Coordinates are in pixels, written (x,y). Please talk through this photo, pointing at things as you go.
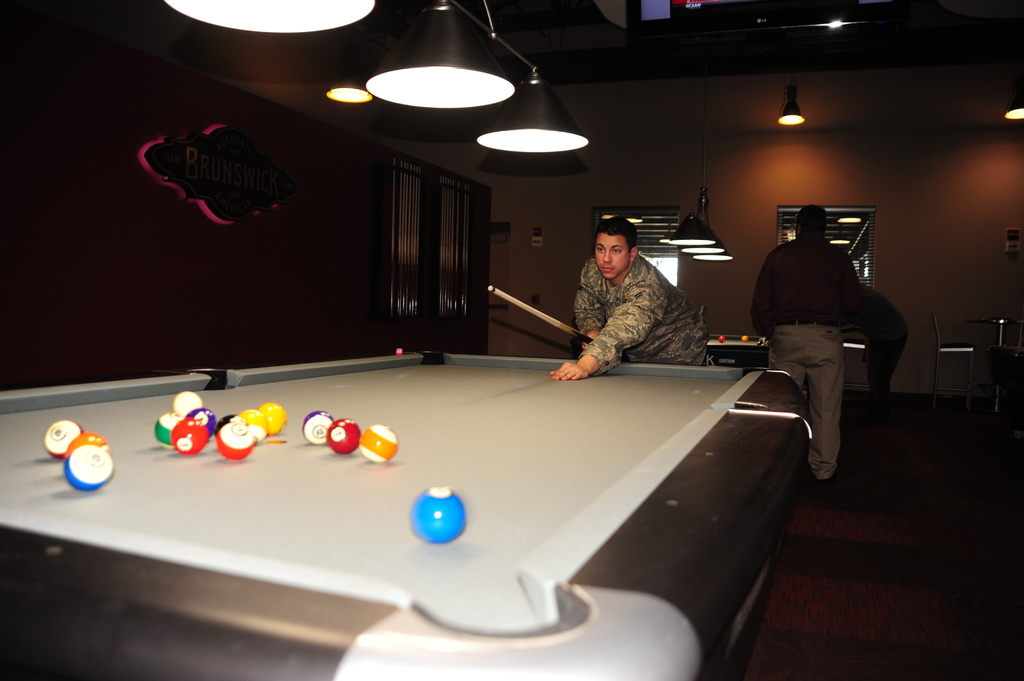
In the image we can see there are people (618,239) who are standing and there is a billiard board (455,465). A man (603,233) is holding the stick (517,306) and there are balls (369,446) on the billiard board (430,441).
